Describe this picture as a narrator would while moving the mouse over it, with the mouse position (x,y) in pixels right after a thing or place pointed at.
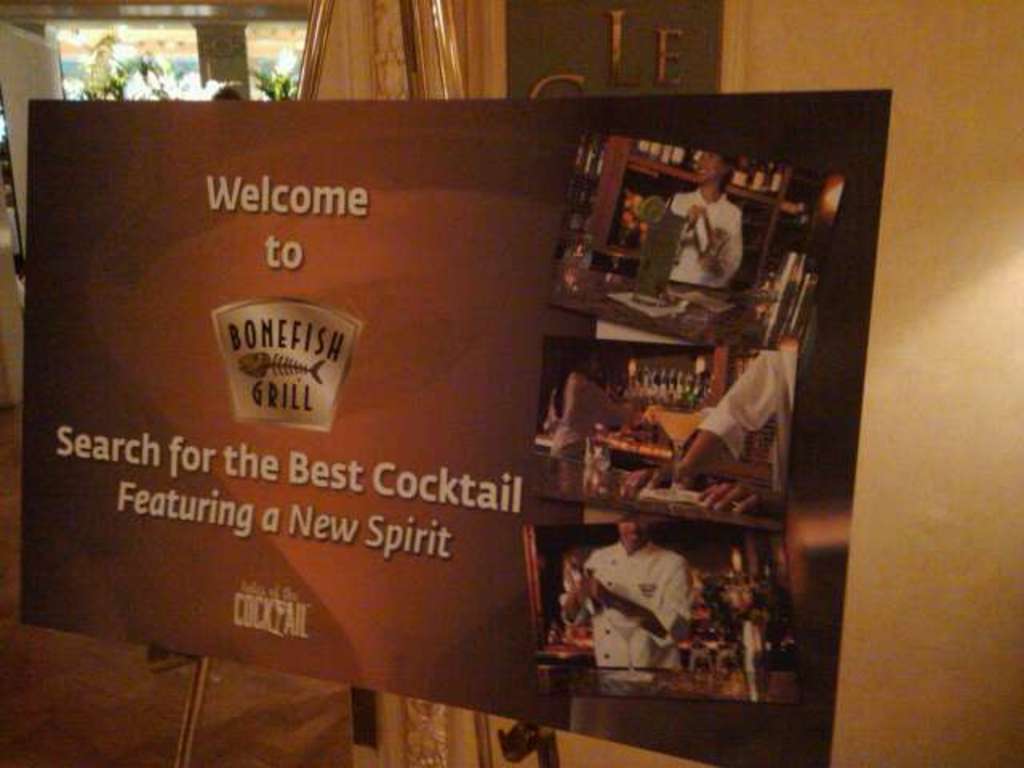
In this picture there is a board (666,167) in the foreground (624,289) and there is text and there are pictures (587,536) of three people (648,567) and objects (576,648) on the board (487,551). At the back (533,66) there are plants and there is text (660,46) on the wall (825,33) and there might be curtain (398,18). At the bottom (138,662) there is a floor (130,705).
